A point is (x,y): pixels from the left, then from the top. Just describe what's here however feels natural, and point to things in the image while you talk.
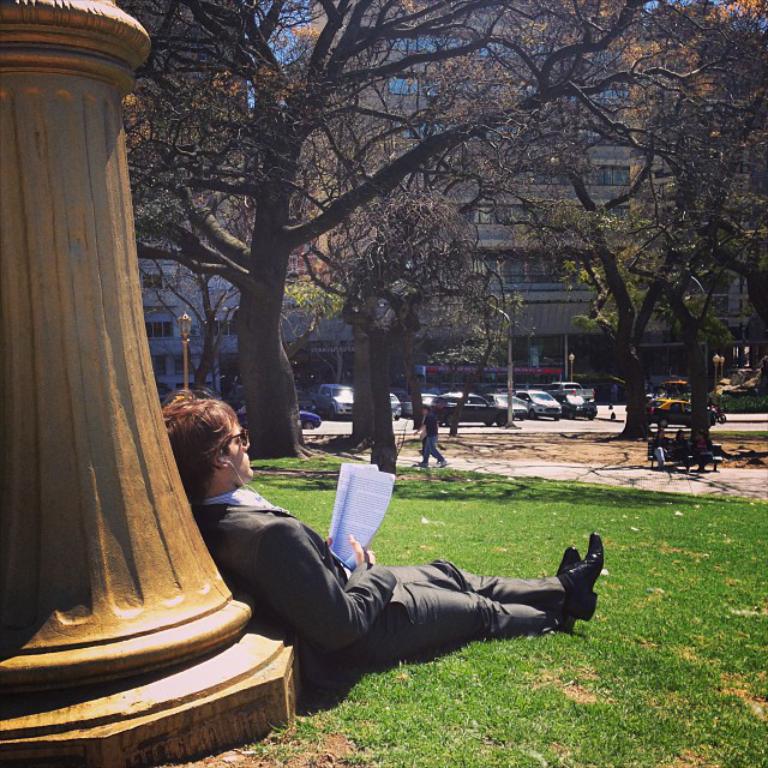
This picture is clicked outside the city. In front of the picture, the man (289,593) in black blazer (281,608) is sitting on the grass (400,531). He is holding a book (343,490) in his hand (328,539). Behind him, we see a pillar (96,473). In front of him, we see people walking on the road (444,457). There are cars (528,418) parked on the road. There are trees (483,122) and buildings (556,277) in the background (488,237).
